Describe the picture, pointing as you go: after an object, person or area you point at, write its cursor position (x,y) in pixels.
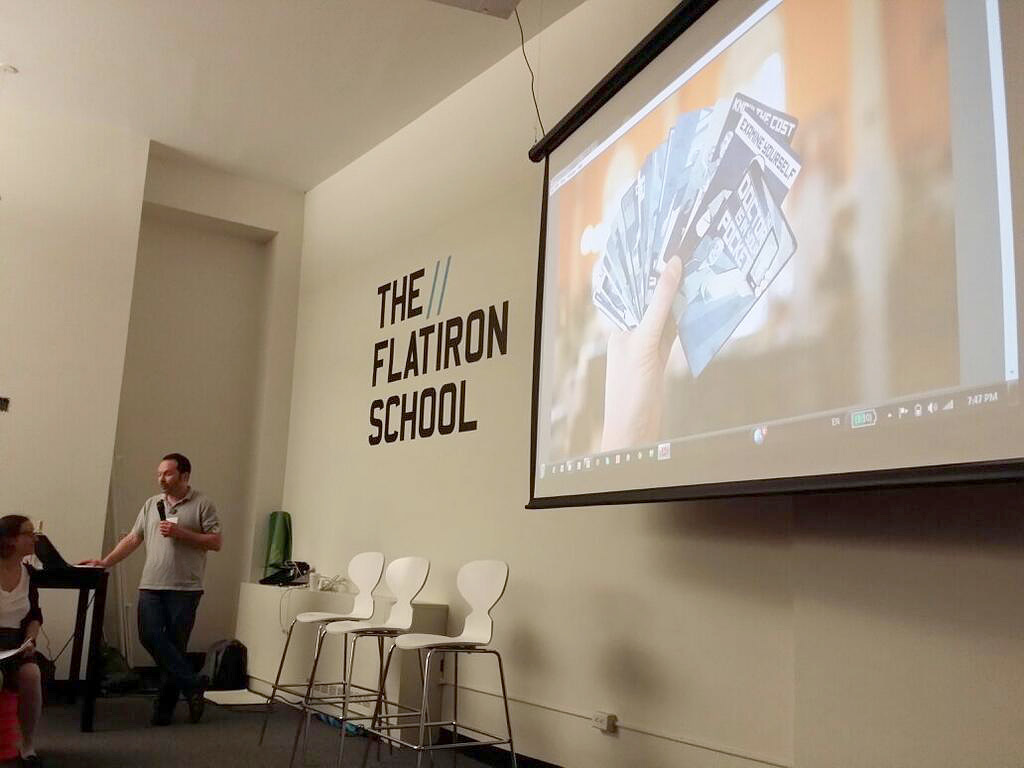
In this image I can see a screen (696,299) to the wall (345,315) and three chairs (416,565). To the left (160,587) there are two people (3,612). Among them one person (167,539) is holding the mic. On the floor (244,730) there is a bag (244,677).
